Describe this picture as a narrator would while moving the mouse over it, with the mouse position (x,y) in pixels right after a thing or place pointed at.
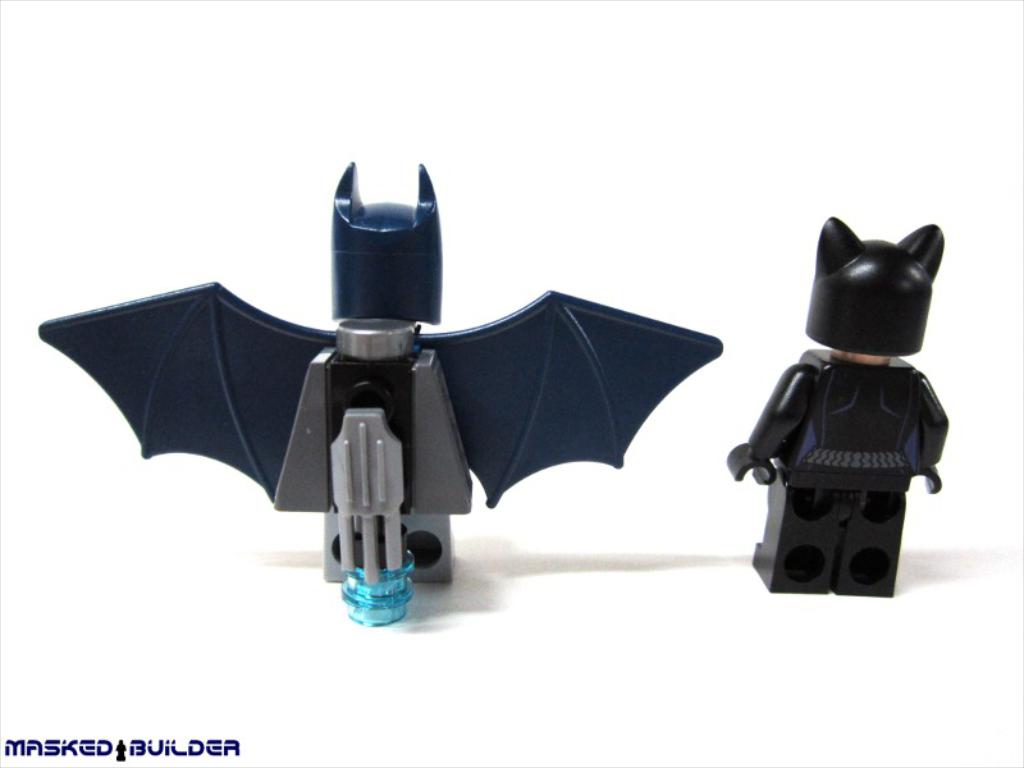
In this picture we can see couple of toys (531,416), in the bottom left hand corner (213,747) we can see some text (103,746).
